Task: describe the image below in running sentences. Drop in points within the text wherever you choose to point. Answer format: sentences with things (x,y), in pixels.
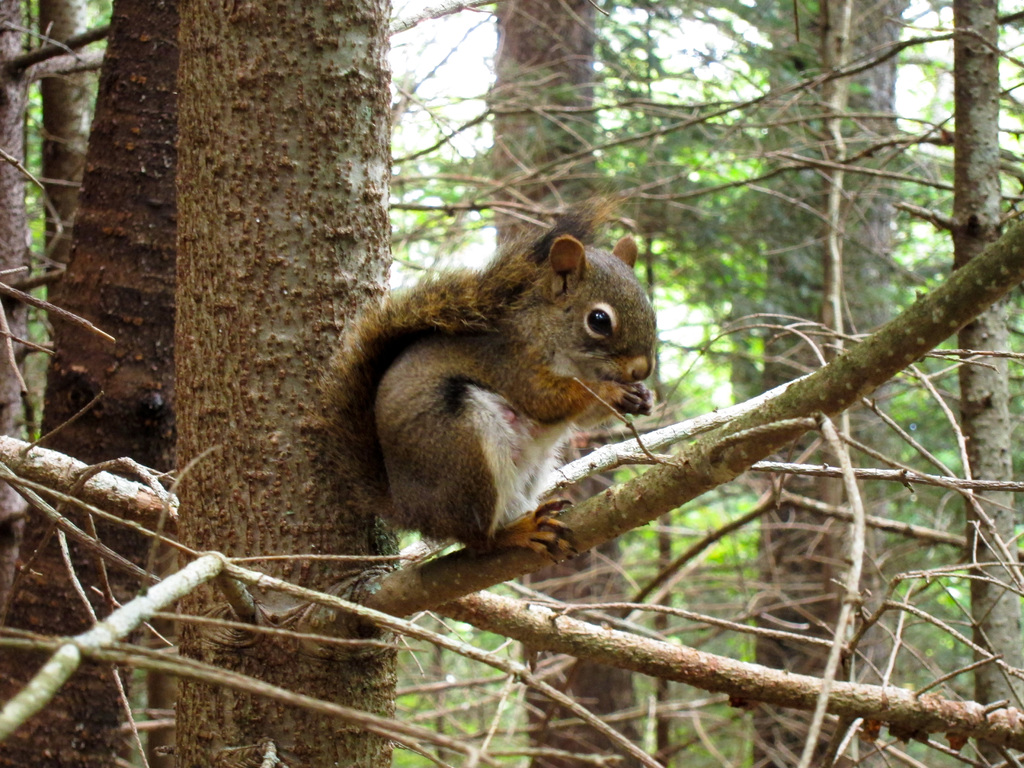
This image consists of a tree (324,633) and there is a squirrel (648,357) in the middle (489,414).
